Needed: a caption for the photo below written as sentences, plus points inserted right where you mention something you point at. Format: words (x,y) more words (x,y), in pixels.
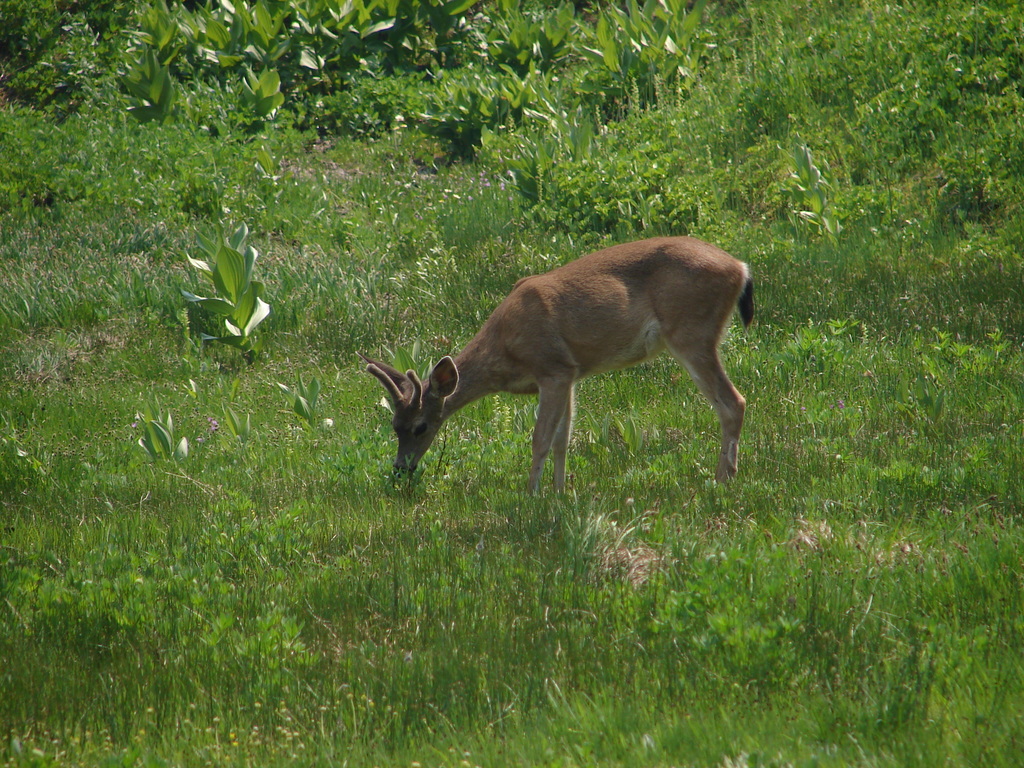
In this picture we can see a deer (720,468) on the ground (702,488) and in the background (600,202) we can see plants (352,197).
